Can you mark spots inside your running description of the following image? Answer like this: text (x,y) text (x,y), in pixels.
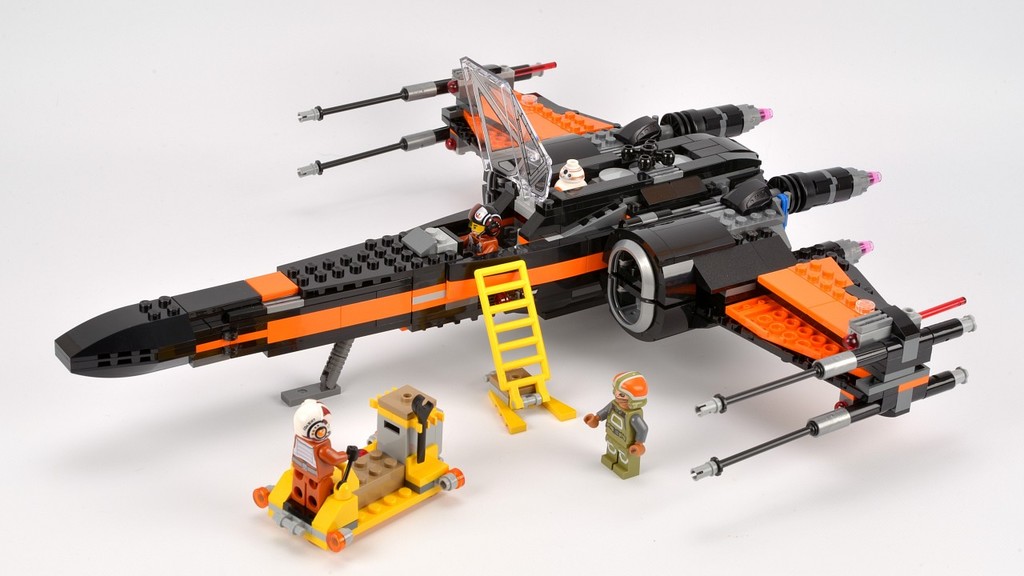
In this picture toys (549,293) are there.
